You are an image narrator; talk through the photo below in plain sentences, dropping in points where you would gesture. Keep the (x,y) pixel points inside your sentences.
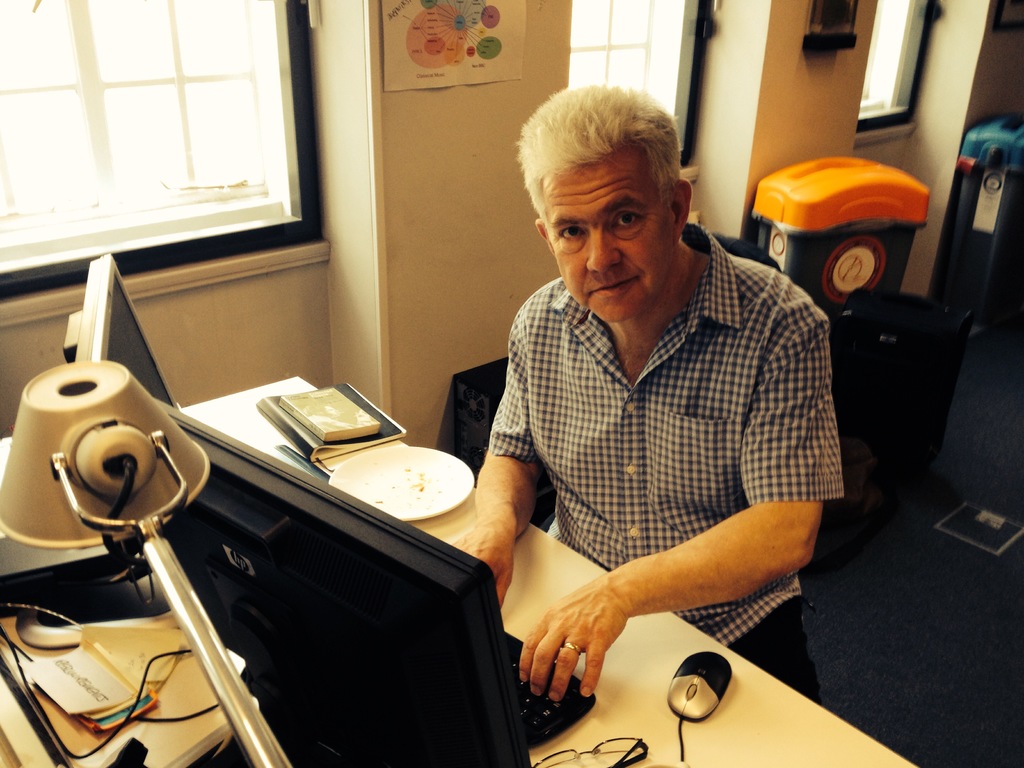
This person (561,438) sitting and typing. This is floor (873,652). There is a table (167,752). On the table (629,661) we can see monitor (450,663), keyboard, book (303,448), plate (428,502), mouse (718,665), glasses (634,742), cable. On the background (487,120) we can see wall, window (132,52), poster (496,55).
